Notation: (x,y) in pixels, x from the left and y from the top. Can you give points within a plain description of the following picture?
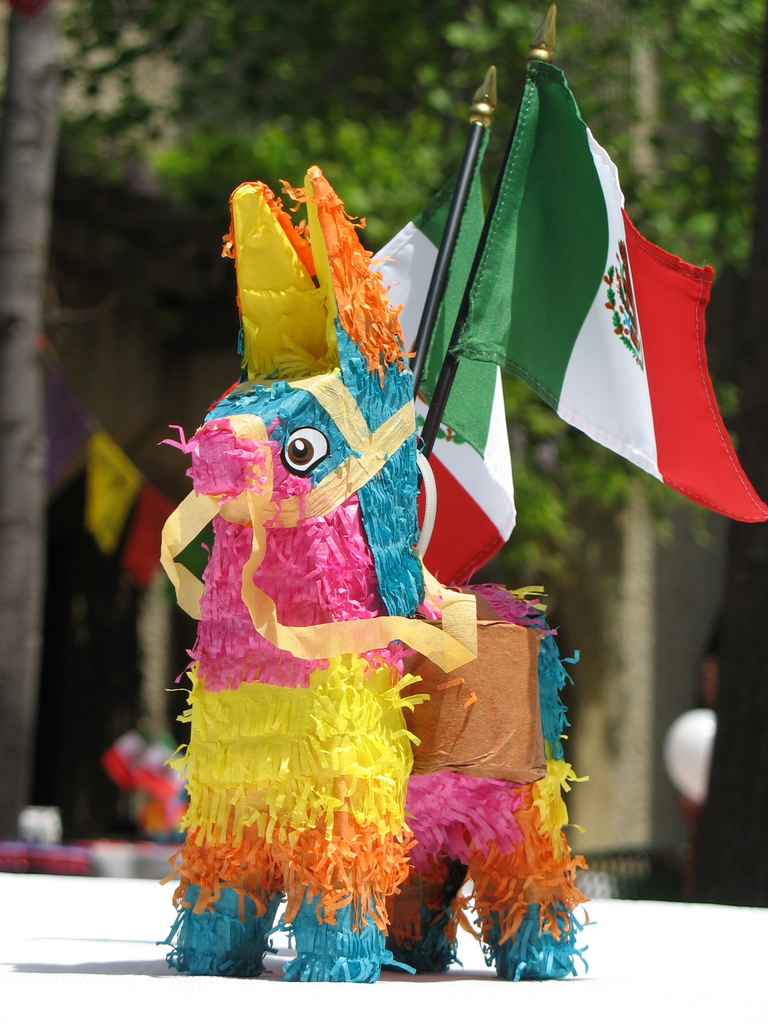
In this picture we can see a colorful decorative horse (421,718) in the front (463,376) with flags (553,310). Behind there is a blur background (211,19) with trees (246,121).
